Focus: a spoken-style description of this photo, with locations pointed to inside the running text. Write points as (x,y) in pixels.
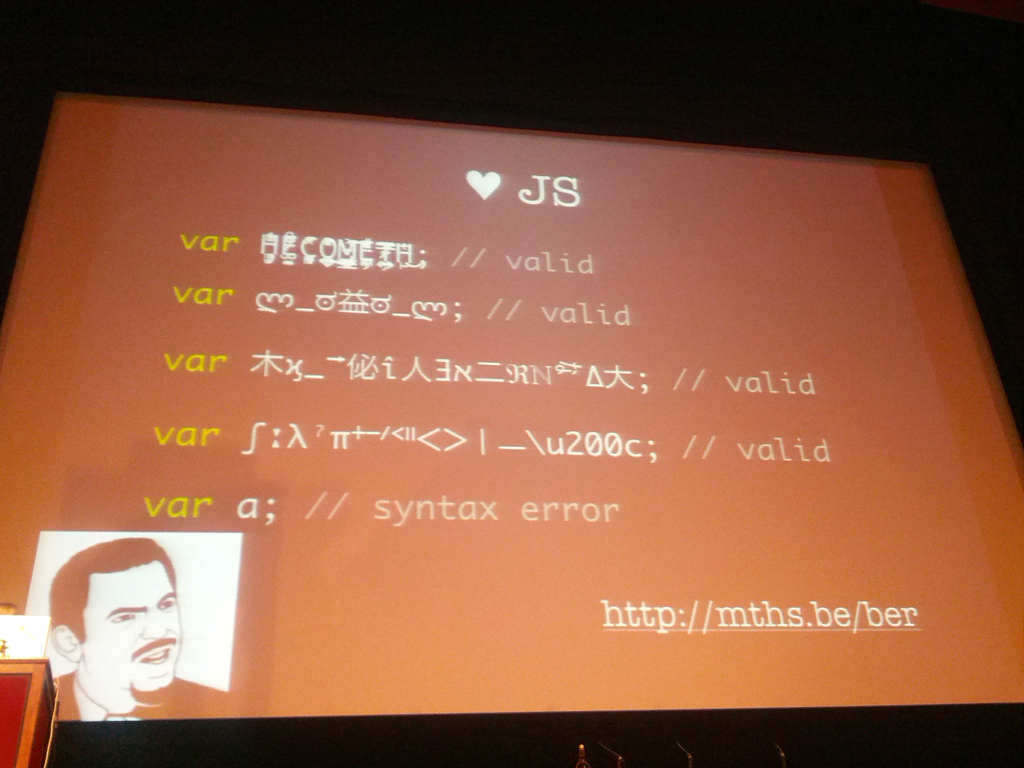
In this picture I can see the projector screen (652,230). In the bottom left (72,603) corner of the screen (325,665) I can see the person's face (63,618). In bottom left corner of the image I can see the speech desk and laptop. At the top (589,25) I can see the darkness (723,23).
